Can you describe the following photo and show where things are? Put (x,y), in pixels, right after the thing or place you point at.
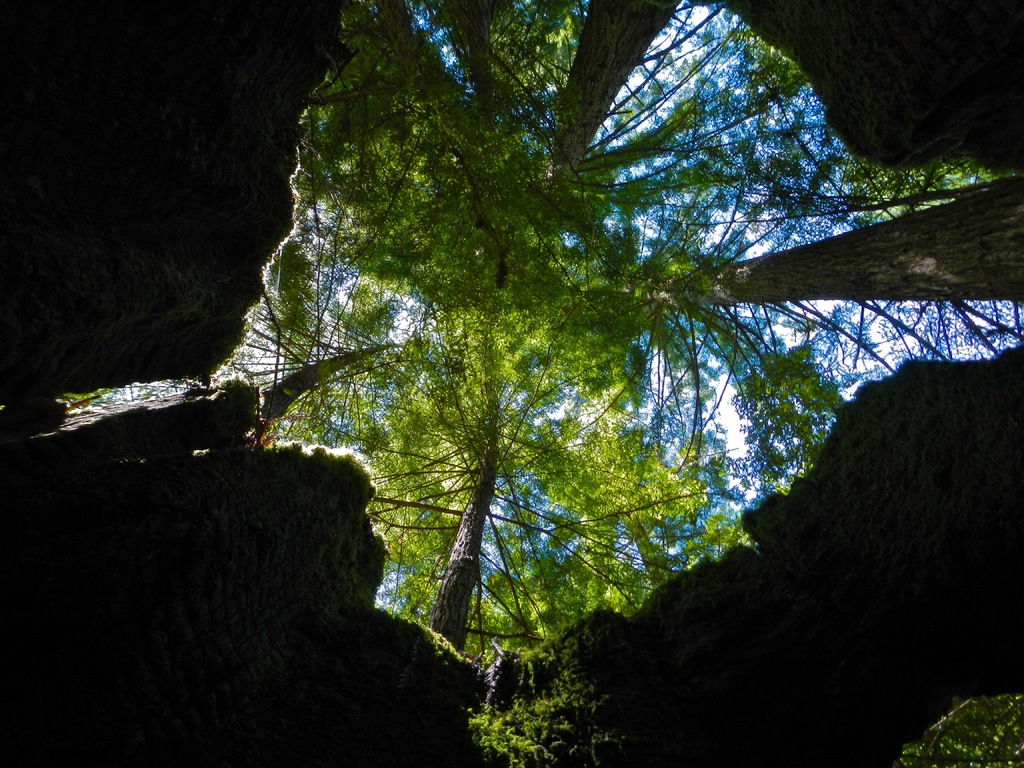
This image is taken from the hole (458,493). In this image we can see the tall trees (564,320) at the top (485,216). There is the sky (720,410) at the top (657,235).
